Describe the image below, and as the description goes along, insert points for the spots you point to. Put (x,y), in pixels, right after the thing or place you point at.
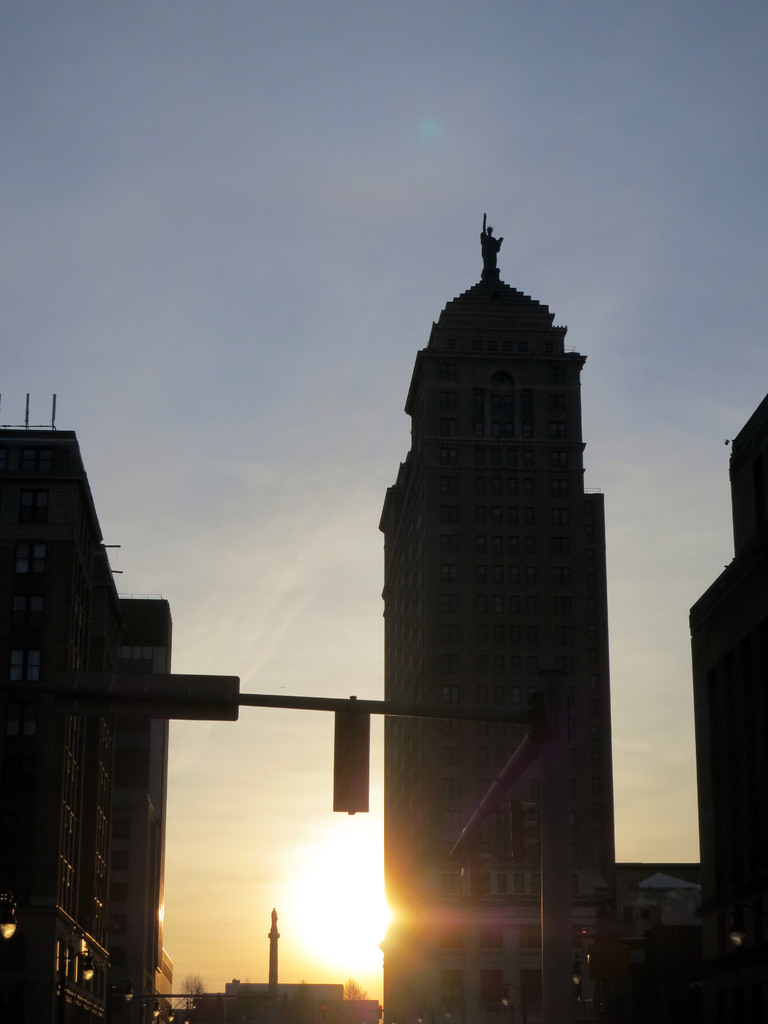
In this image we can see buildings (690,962). On the top of the building (499,317) there is a statue (492,249). In the background (229,642) there is sky (357,867).
